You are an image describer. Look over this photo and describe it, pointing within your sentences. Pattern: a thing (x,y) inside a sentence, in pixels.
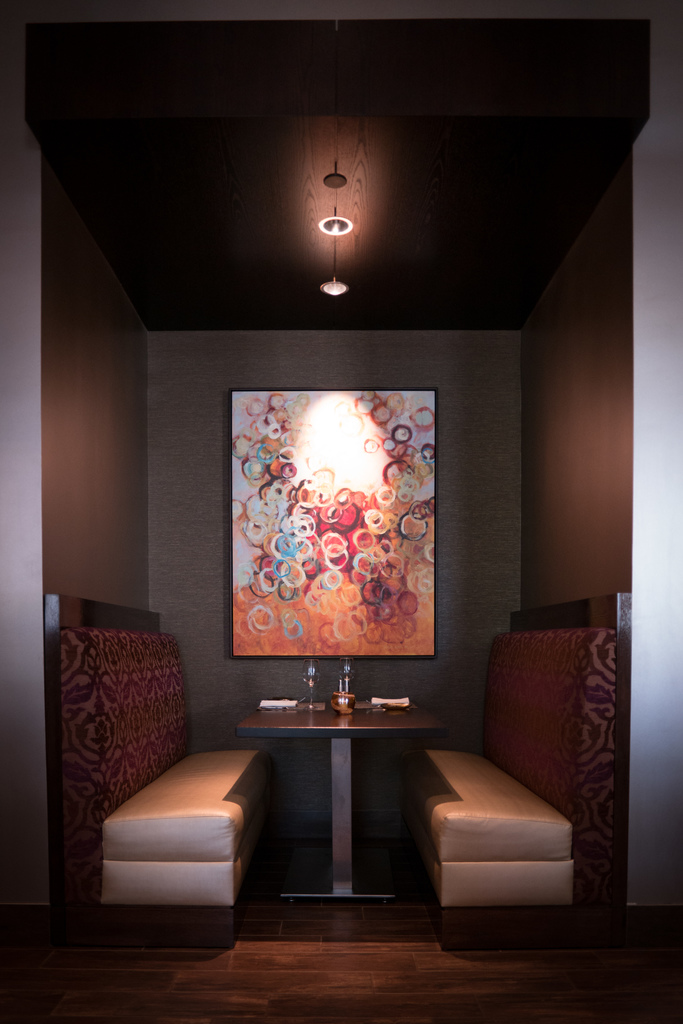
In this image i can see two couches (125,794), a table (391,733) at the back ground (342,591) i can see a frame (318,555) attached to a wall (204,506), at the top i can see a light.
